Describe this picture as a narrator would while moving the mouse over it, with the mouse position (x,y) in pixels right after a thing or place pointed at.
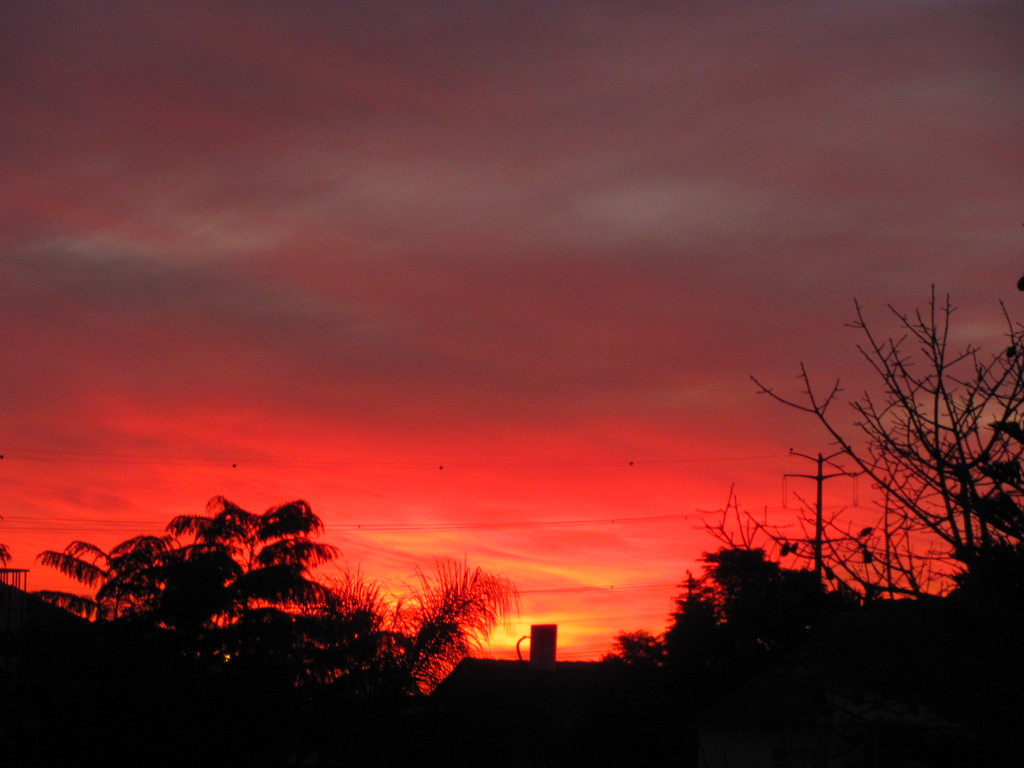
In the background (719,258) we can see the sky (750,270). In this picture we can see the trees (1008,624), transmission pole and wires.
